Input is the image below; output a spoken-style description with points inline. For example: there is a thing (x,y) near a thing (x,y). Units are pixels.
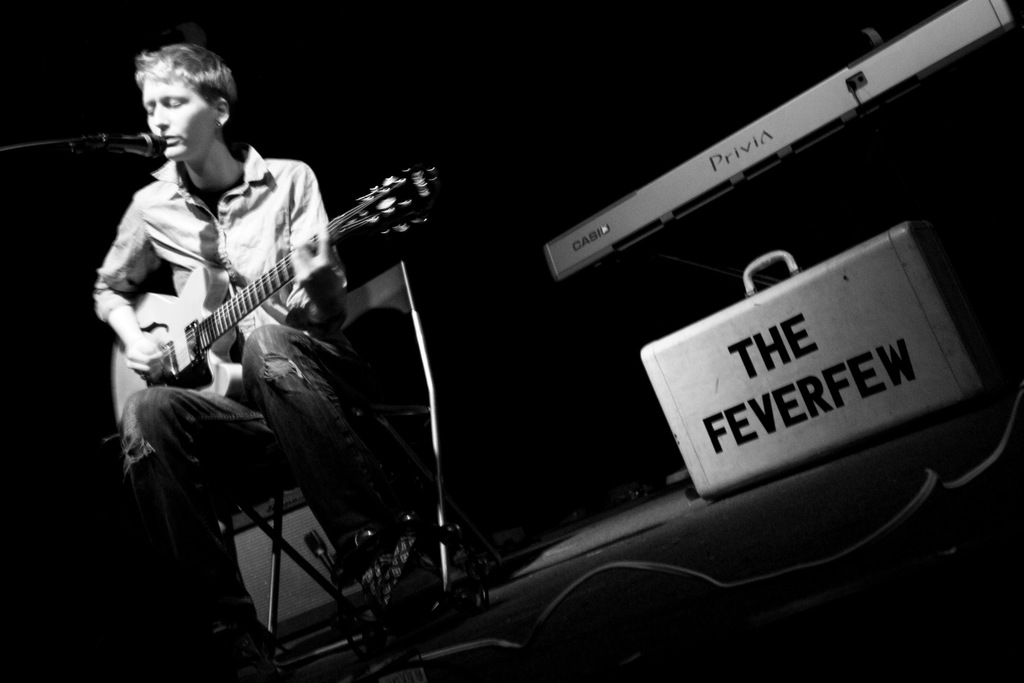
In this picture we can see man (244,349) sitting on chair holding guitar (243,294) in his hand (313,263) and playing it and singing on mic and beside to him we can see suitcase (866,291), piano (654,224) and it is dark.
